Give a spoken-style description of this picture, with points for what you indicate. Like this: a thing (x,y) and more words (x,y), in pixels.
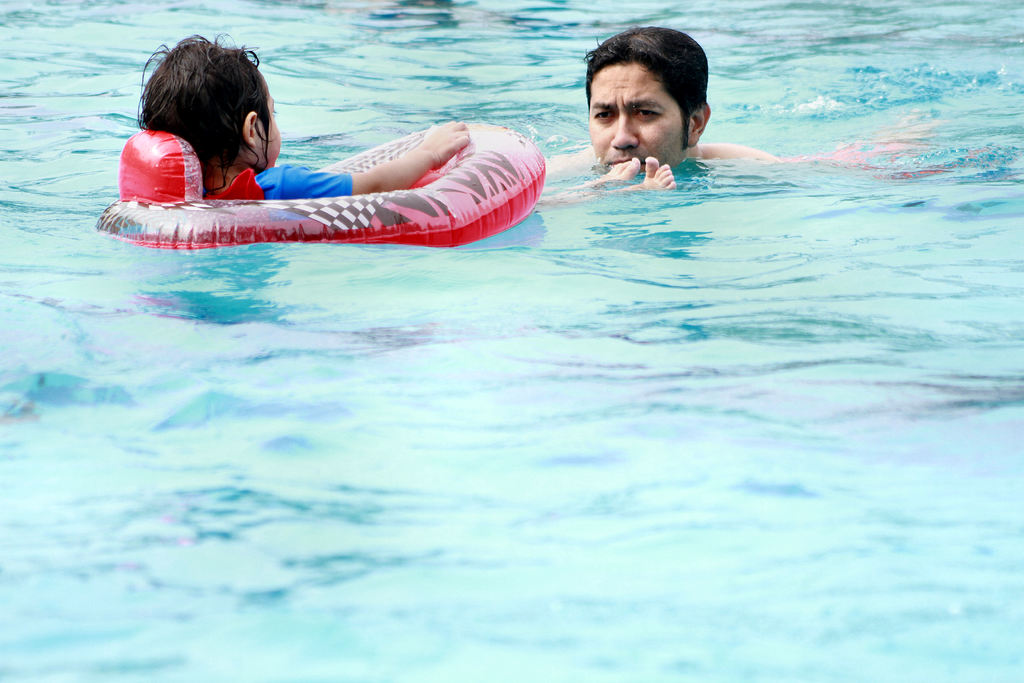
In this image we can see a child (267,150) is sitting in a tube (476,181) and this person (642,73), are swimming in the water (400,318).
